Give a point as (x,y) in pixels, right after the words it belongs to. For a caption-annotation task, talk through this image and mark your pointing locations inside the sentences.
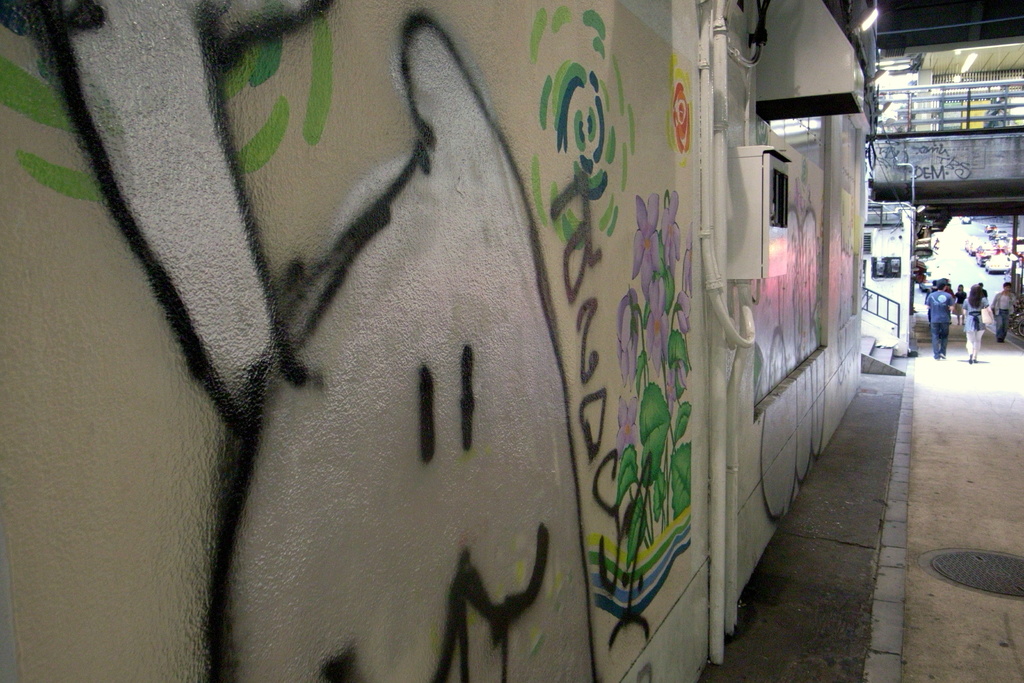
In this picture we can see graffiti (581,415), pipes (712,276) and an object (774,241) on the wall (704,308). On the right side of the wall (672,305) there are some people (928,317) walking and at the top (955,163) there is a bridge (947,116) and other things (958,76). In front of the people (951,311) there are vehicles (988,245) on the road (970,264).
